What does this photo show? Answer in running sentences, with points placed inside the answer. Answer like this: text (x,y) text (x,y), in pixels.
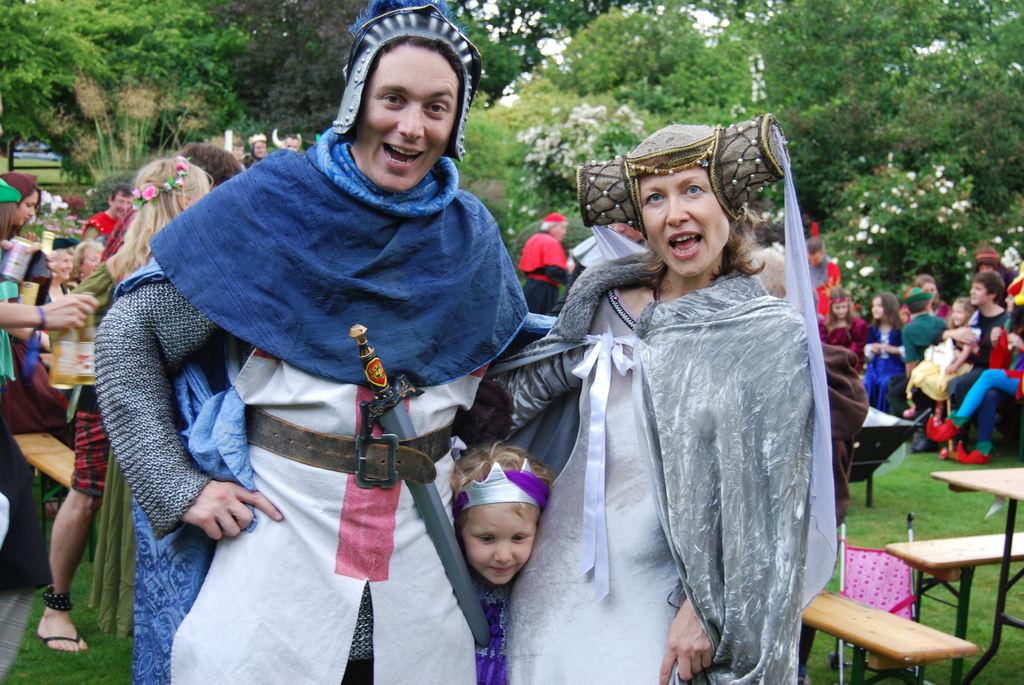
In this image there is a man (295,323), woman (581,392) and a girl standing by wearing a costume (361,359) and in back ground (174,188) there are group of persons (994,326) standing and sitting in chairs (958,570), tree (861,21), flowers (946,236).
